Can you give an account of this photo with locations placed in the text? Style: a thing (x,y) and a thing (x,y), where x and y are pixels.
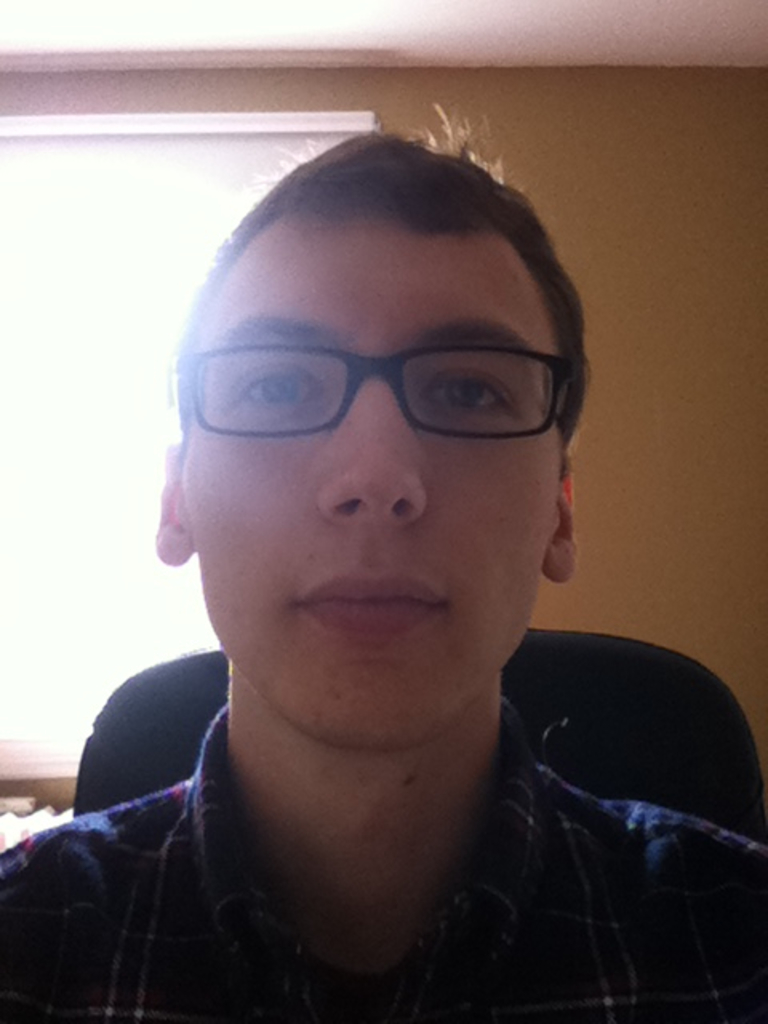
In this image there is a person (334,669) wearing specs (296,400) and sitting on a chair (626,796) which is black in colour. In the background (25,389) there is a window (143,273).
